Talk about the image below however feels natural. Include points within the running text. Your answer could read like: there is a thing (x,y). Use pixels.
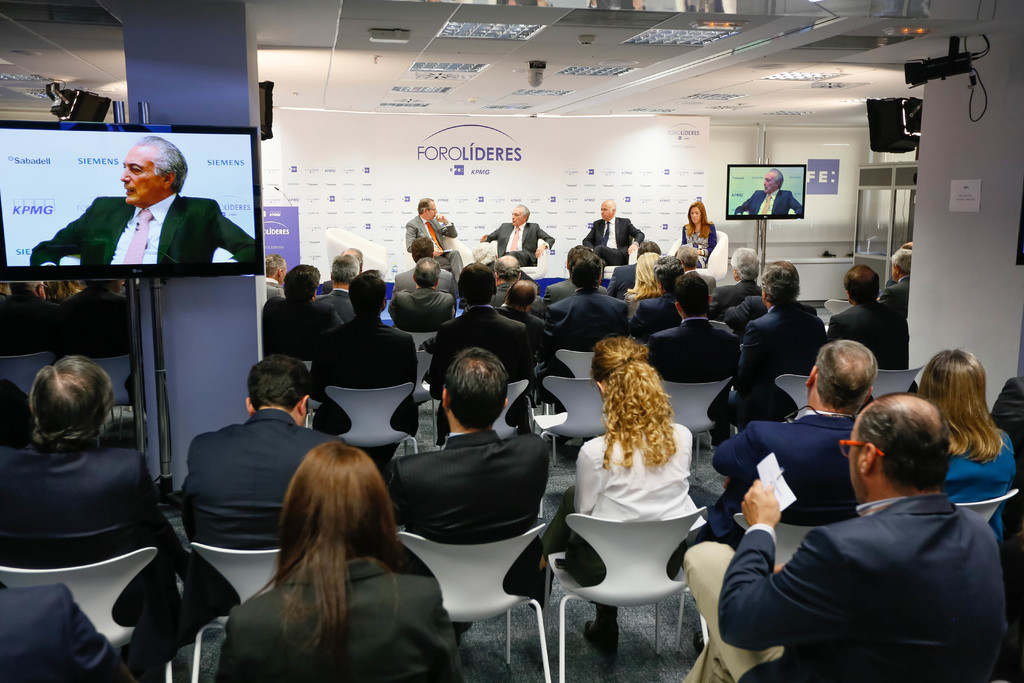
Most of the persons (518,514) are sitting on a chair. In-front of this pillar (183,97) there is a television (87,249) with stand (162,482). Far these persons (547,244) are sitting on a chair (541,272). Beside this woman (694,234) there is a television (741,193) with stand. A paper (975,192) on wall (972,148).
